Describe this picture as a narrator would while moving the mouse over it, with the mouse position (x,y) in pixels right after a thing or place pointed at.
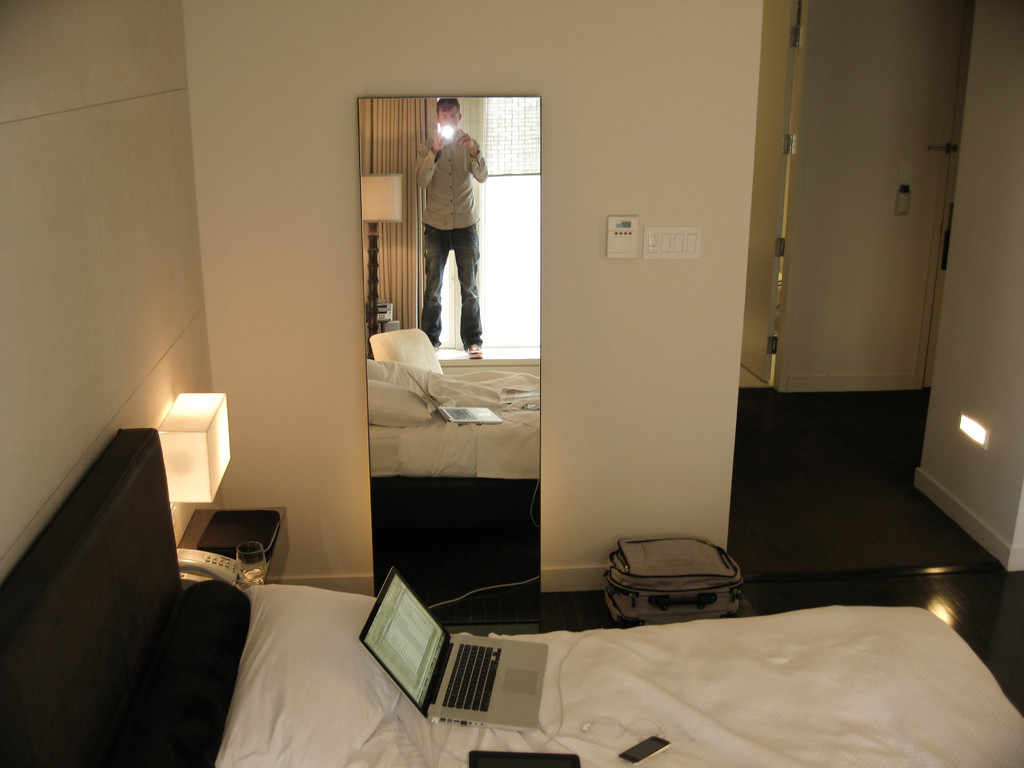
In this image we can see a person (472,270) holding a cellphone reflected in a mirror (463,411). We can also see a bed (559,739) containing a laptop (406,678), cell phone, wires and a pillow (318,637) on it. We can also see a lamp (186,423), telephone (221,565) on the cupboard (249,560) and a bag (643,578) on the floor (811,551). On the backside (763,331) we can see a switch board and a door (748,331).
